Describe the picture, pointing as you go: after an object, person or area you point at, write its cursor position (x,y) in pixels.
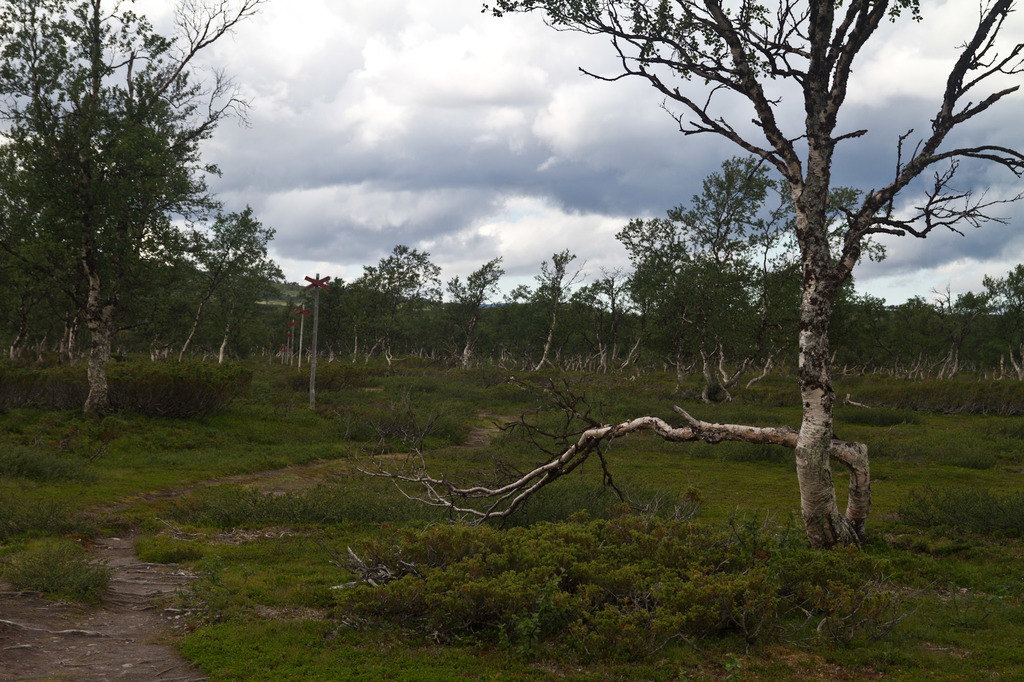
In this image we can see there are some trees (483,322), plants (325,411) and grass (246,448) on the surface (881,442) of the area (430,412). In the background (450,260) there is a sky (518,212).
